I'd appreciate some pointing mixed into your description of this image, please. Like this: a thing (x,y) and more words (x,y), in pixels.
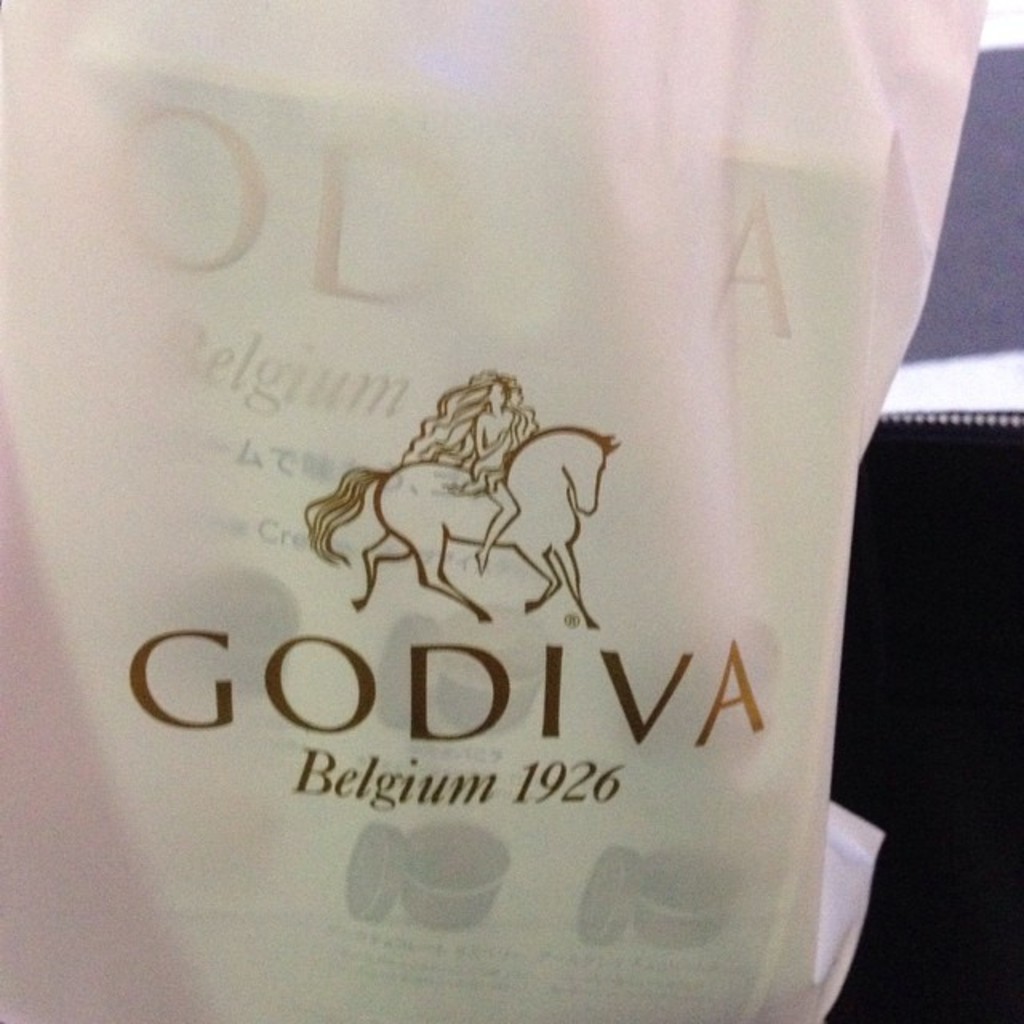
In this picture we can see a bag (799,353) here, we can see a book (714,336) in the bag (693,322), there is some text (497,685) and symbol of horse (491,510) on the bag (464,506).
